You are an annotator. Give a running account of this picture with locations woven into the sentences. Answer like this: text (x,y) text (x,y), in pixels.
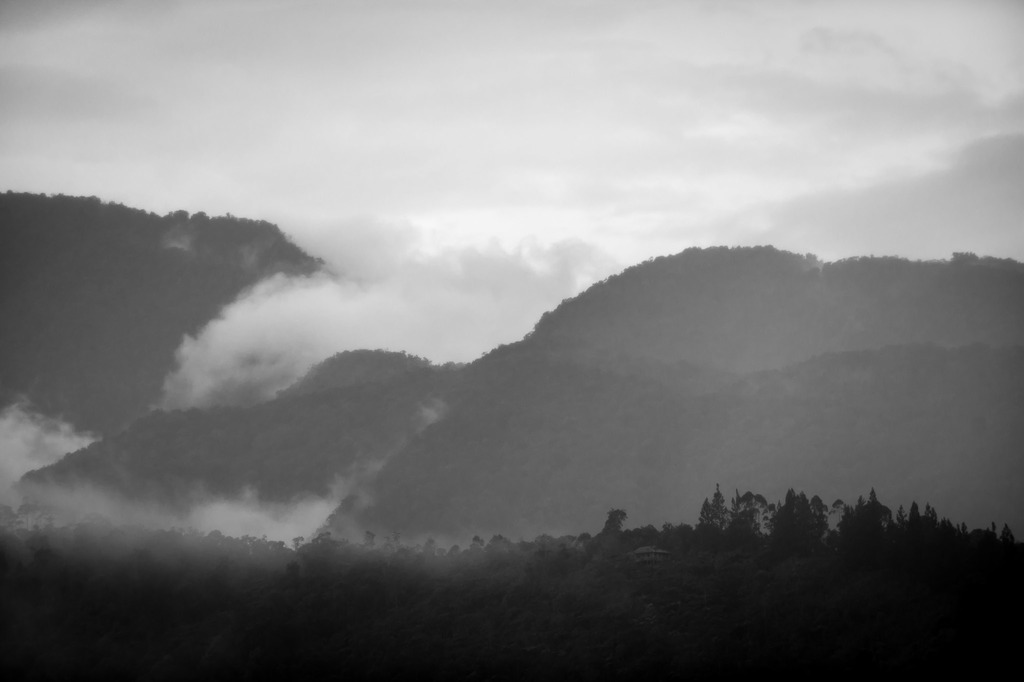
This is a black and white image where I can see trees (642,534), hills (262,466), smoke (377,293) and the cloudy sky (574,199) in the background (618,204).
